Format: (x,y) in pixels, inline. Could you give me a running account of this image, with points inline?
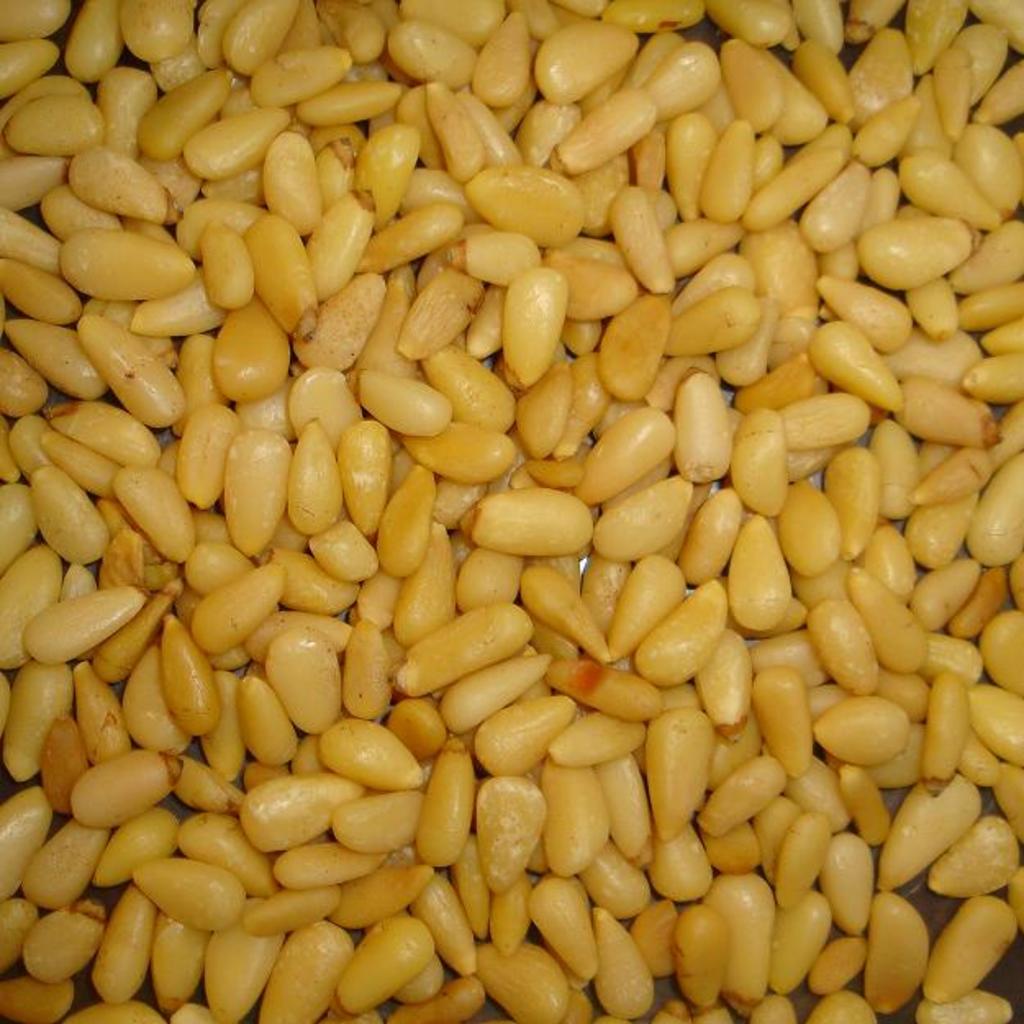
In this image, I can see the pine nuts (454,492), which are yellow in color.
